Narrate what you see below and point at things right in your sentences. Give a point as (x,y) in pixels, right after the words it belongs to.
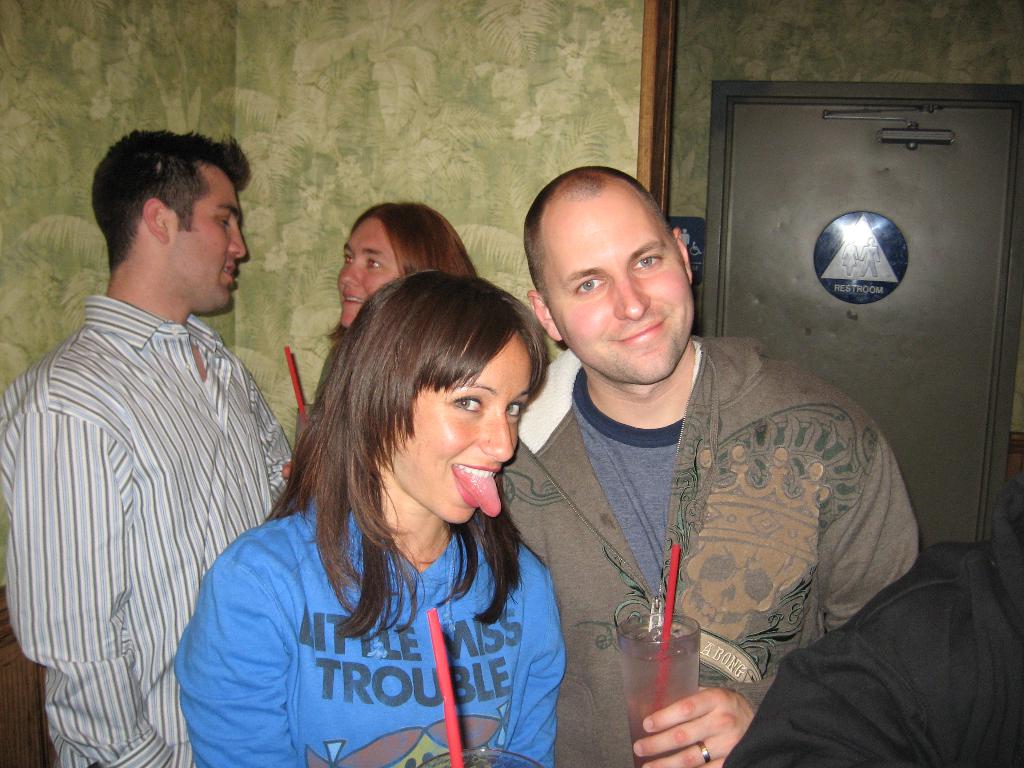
In the foreground of the picture (481,493) there is a woman (410,501) and a man (673,514), behind them there is a woman (345,274) and a man (194,294). On the right (904,149) there is a door (900,147). At the bottom (919,656) there is a person's hand (905,642).
